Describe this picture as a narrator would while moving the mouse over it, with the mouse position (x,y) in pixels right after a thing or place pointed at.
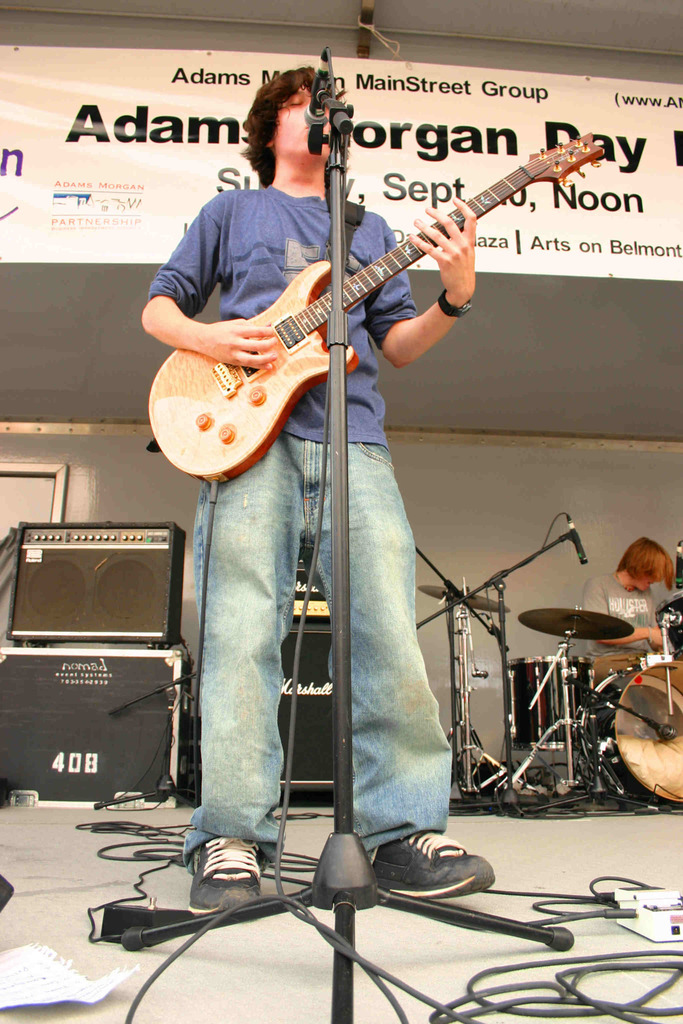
In this image i can see man (243,330) standing and holding a guitar (243,367) and singing in front of a micro phone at the back ground (568,669) i can see some musical instruments (565,653) and a man (607,649) sitting a banner (568,214) attached to a wall (505,369).
